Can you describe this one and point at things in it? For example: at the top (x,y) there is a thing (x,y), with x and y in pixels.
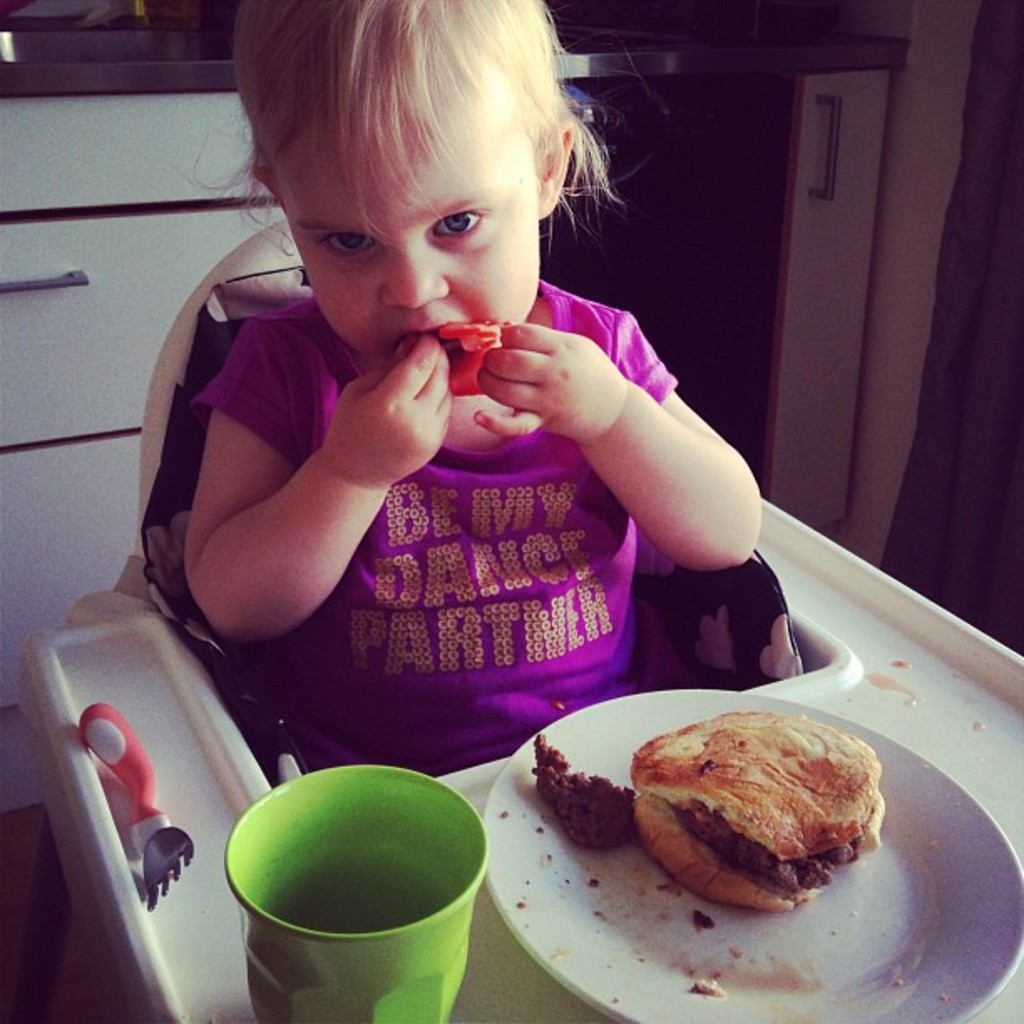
In the center of the image (447,546) there is a baby (329,680) sitting on the chair (193,655). At the bottom of the image (411,854) we can see a glass (370,920) and plate (730,959). In a plate (889,810) there is a burger (747,795). In the background (65,492) we can see cupboards (72,308) and wall (914,159).
